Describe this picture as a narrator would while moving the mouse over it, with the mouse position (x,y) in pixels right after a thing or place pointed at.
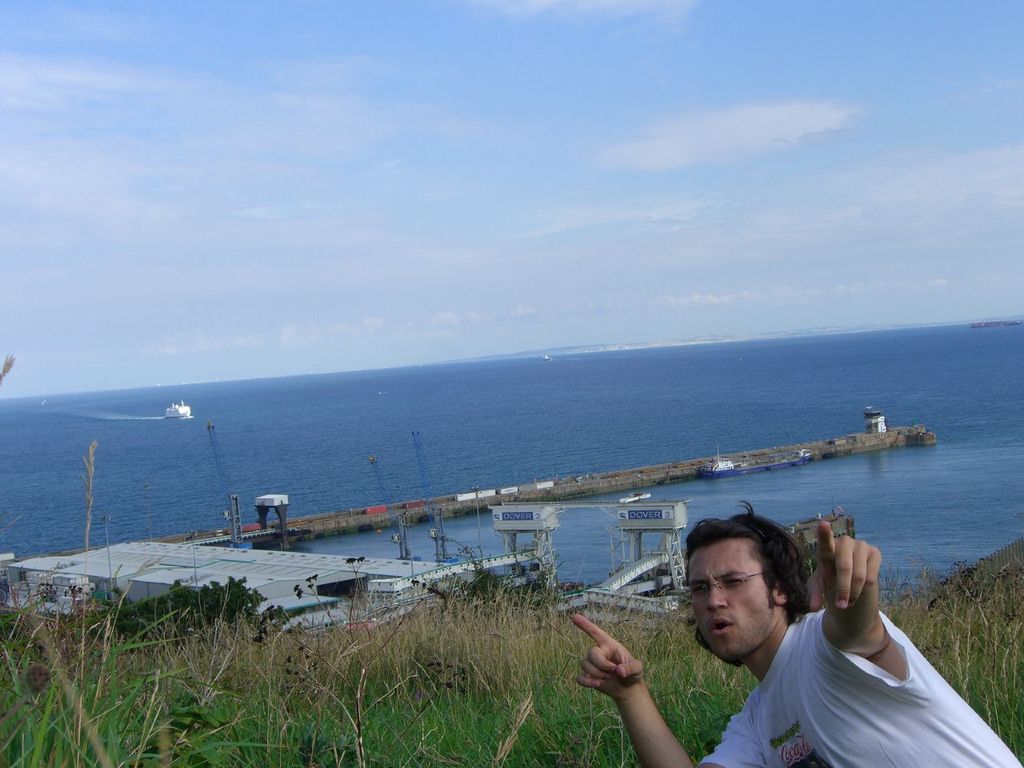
In this picture I can see a man (783,674) with spectacles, there is grass (302,716), there are trees (509,576), there is a pier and a building (291,588), there is a ship (782,463) on the water (663,380), and in the background (610,219) there is sky (695,219).
